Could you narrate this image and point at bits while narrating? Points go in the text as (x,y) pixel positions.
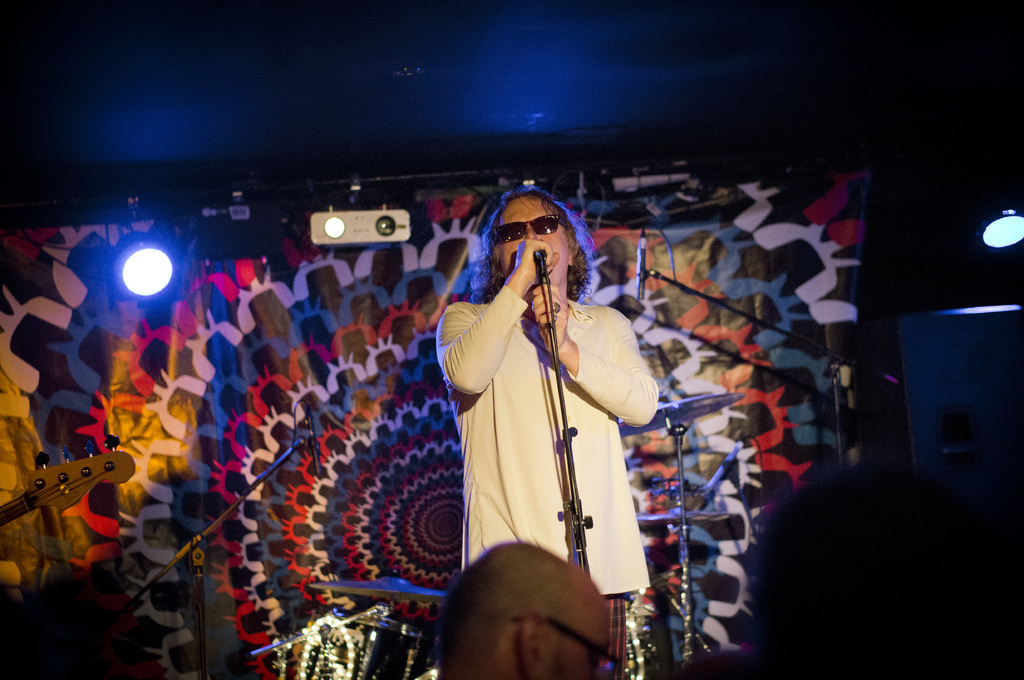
There is a person (475,355) wearing goggles (526,234) is holding a mic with mic stand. In the back (324,348) there is a cloth (280,310). Also there is a light (151,274) and projector (329,214). In the back (353,583) we can see cymbals (660,517) and mics (320,466) with mic stands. On the left side (73,486) we can see head (73,469) of a guitar (83,465). At the bottom (463,602) we can see head (515,618) of a person (507,625) wearing specs (576,641).
